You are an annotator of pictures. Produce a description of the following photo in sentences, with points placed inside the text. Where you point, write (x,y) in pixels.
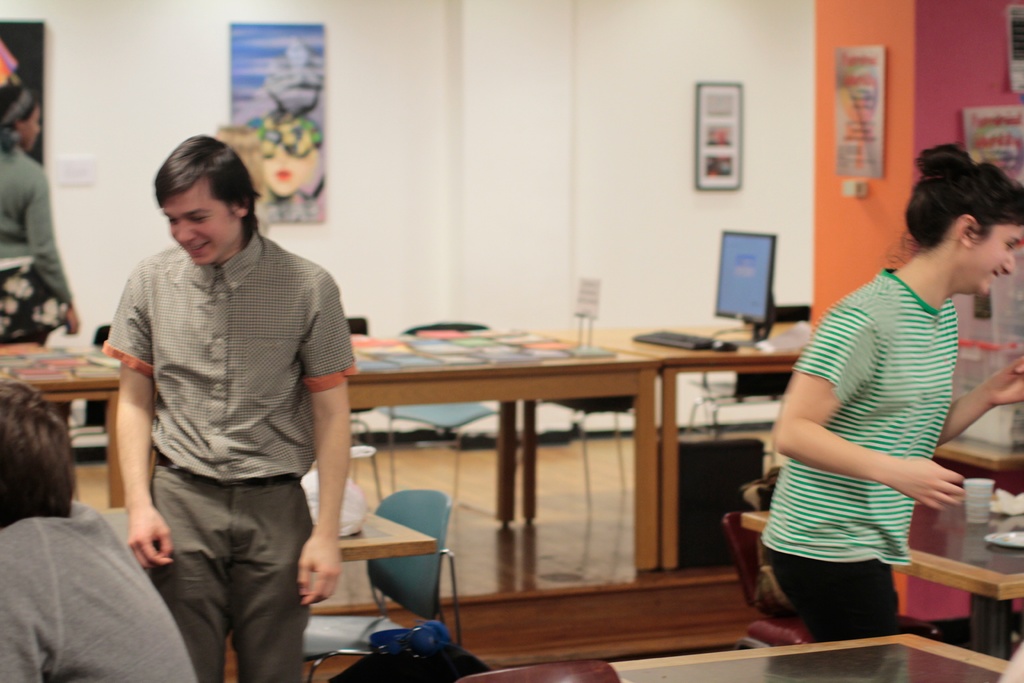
In this image we can see two persons (207,576) are standing and smiling, and in front here is the table (573,337) and books (474,335) and some objects (769,287) on it, and here a person (25,535) is sitting, and here is the wall (594,252).
